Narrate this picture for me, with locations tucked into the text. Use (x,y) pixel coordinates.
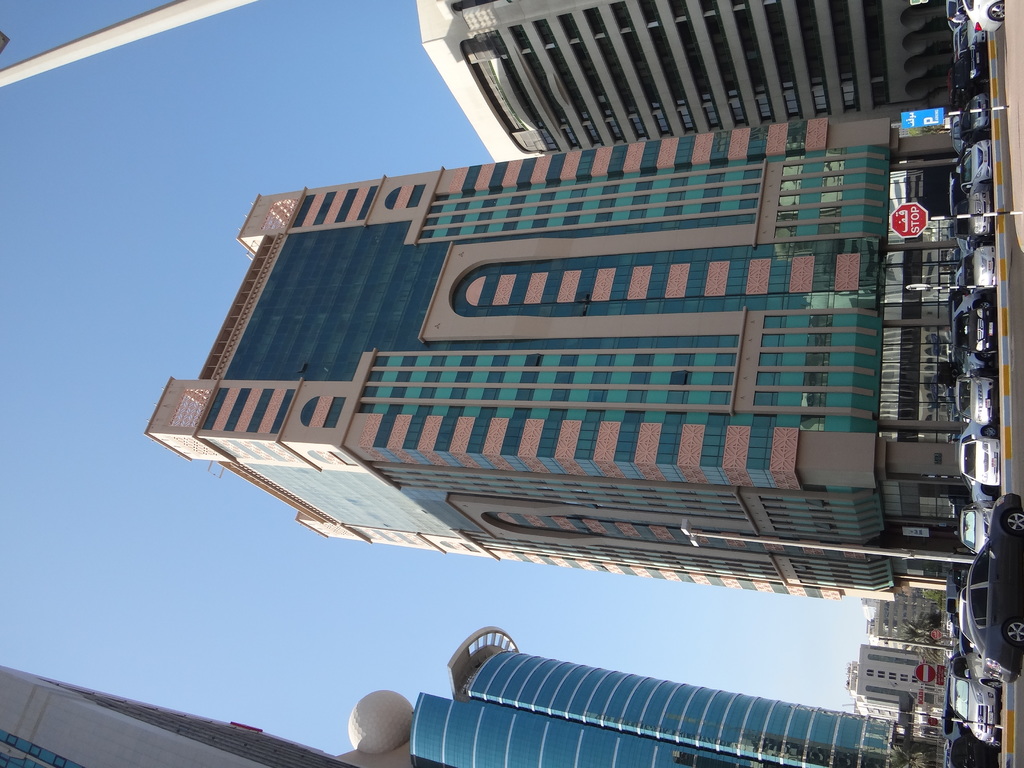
In this picture I can see there are few cars (984,262) parked at the left of the road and there is a car (982,656) moving on the road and there are few precaution boards (898,214) and street lights (143,21) and in the backdrop (518,333) there are buildings (308,361) and they have glass windows (625,37). The sky (163,38) is clear.
